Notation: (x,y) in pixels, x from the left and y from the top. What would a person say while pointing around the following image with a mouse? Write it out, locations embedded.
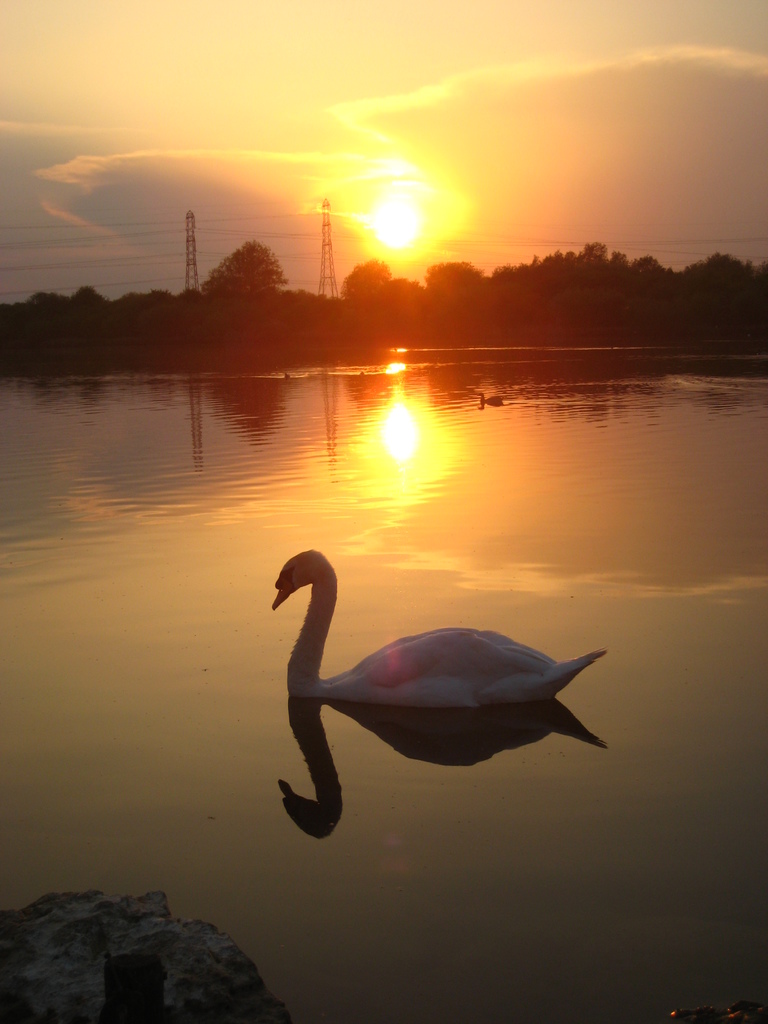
In the image there is a water surface (68,663) and there is a swan (360,673) floating on the water surface (206,683), in the background (276,337) there are trees (355,267) and towers (187,247).
